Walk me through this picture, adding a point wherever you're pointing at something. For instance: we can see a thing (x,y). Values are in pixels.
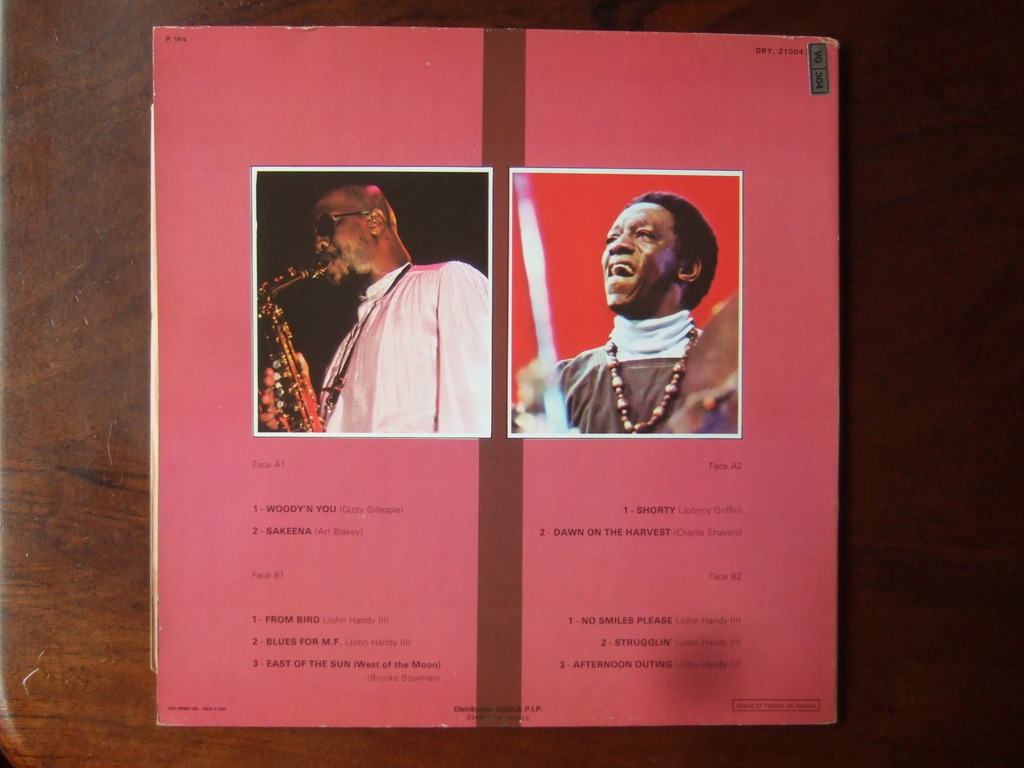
In this picture there is a record cover (718,486) which is kept on the table (937,603). On the record cover (570,339) there are two photos (511,351) of persons (435,430). Right person (668,259) is wearing necklace (668,397) and dress (585,404) and on the left person (335,278) is wearing spectacle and white dress (389,377). And he is playing saxophone (307,417).
